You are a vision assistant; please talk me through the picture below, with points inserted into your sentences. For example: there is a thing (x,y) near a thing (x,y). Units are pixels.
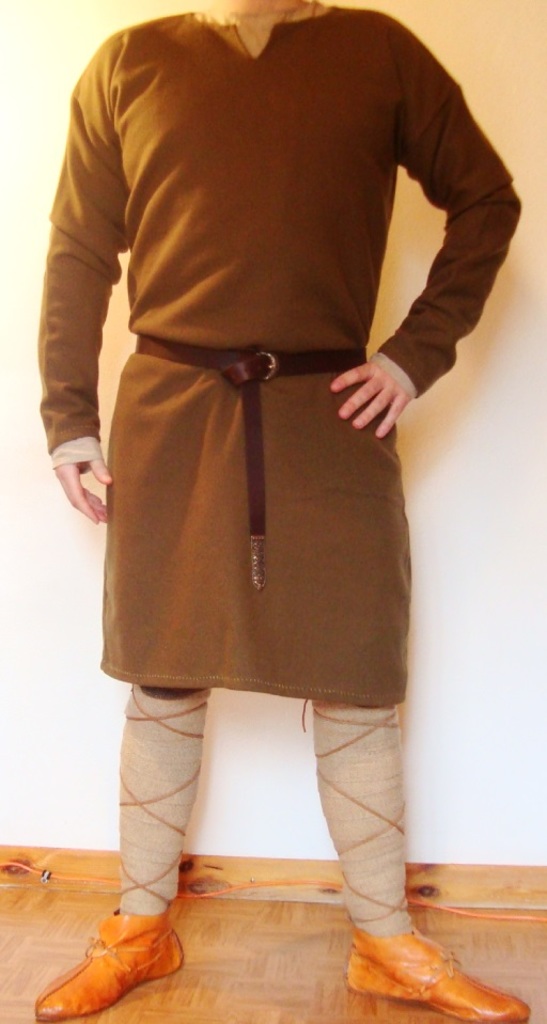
In this image, we can see a person (257,504) is standing on the wooden floor (252,979). Background (488,694) there is a wall (455,805). Here there is a wire (504,916).
